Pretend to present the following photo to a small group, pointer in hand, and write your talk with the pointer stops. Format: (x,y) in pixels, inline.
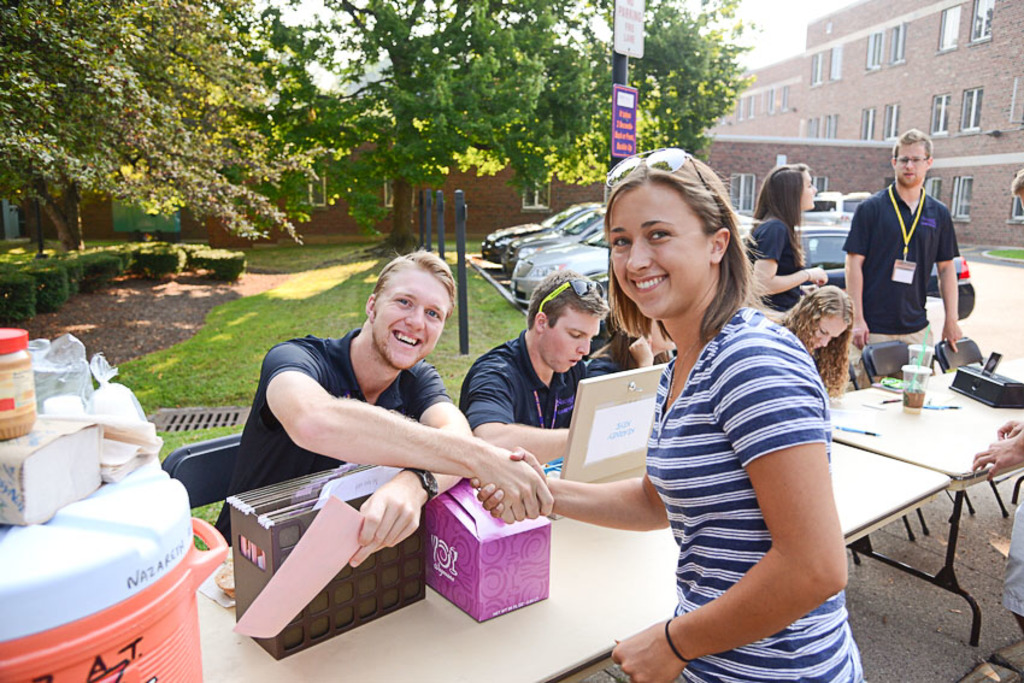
In this image, we can see persons (749,244) wearing clothes (722,383). There is a table (578,564) at the bottom of the image (476,653) contains boxes (405,561) and cups (911,387). There are two persons (375,372) shaking hands (540,477). There is a container (137,569), bottle (20,402) and box (68,475) in the bottom left of the image (79,504). There are some cars (564,224) in the middle of the image (590,234). There are trees (117,112) in the top left of the image (117,112). There is a board (629,14) at the top of the image (634,25). There is a building (856,45) in the top right of the image (877,75).
